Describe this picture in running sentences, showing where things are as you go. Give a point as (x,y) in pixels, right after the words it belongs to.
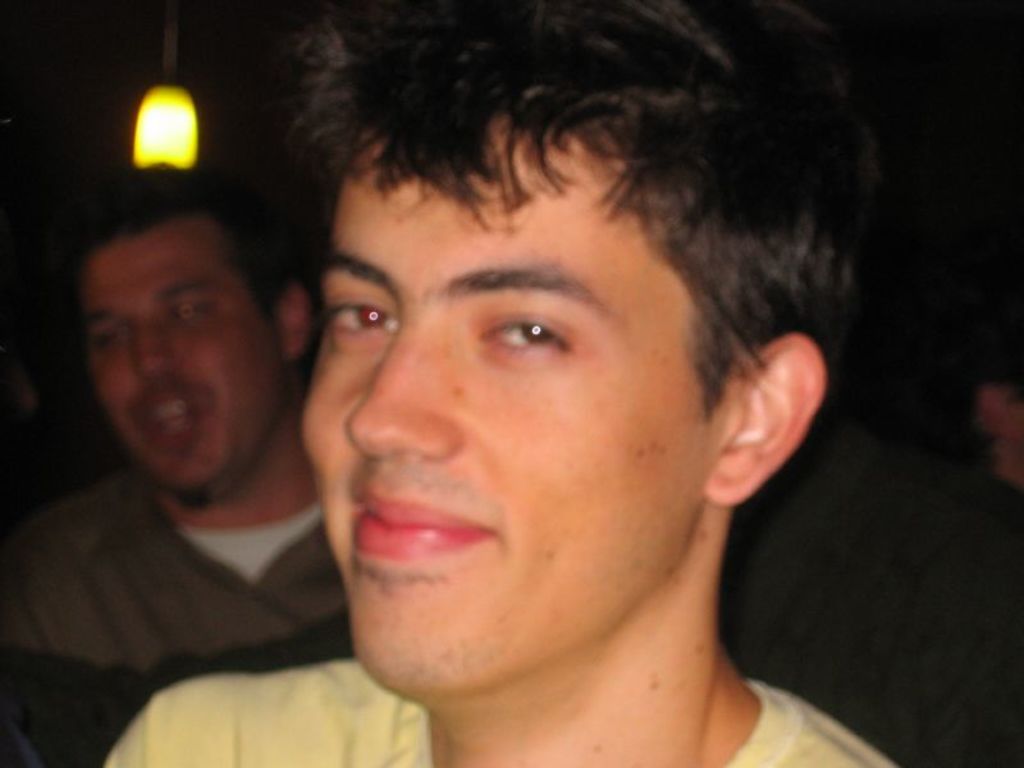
In this picture we can see people (370,640), here we can see a light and in the background (329,610) we can see it is dark.
